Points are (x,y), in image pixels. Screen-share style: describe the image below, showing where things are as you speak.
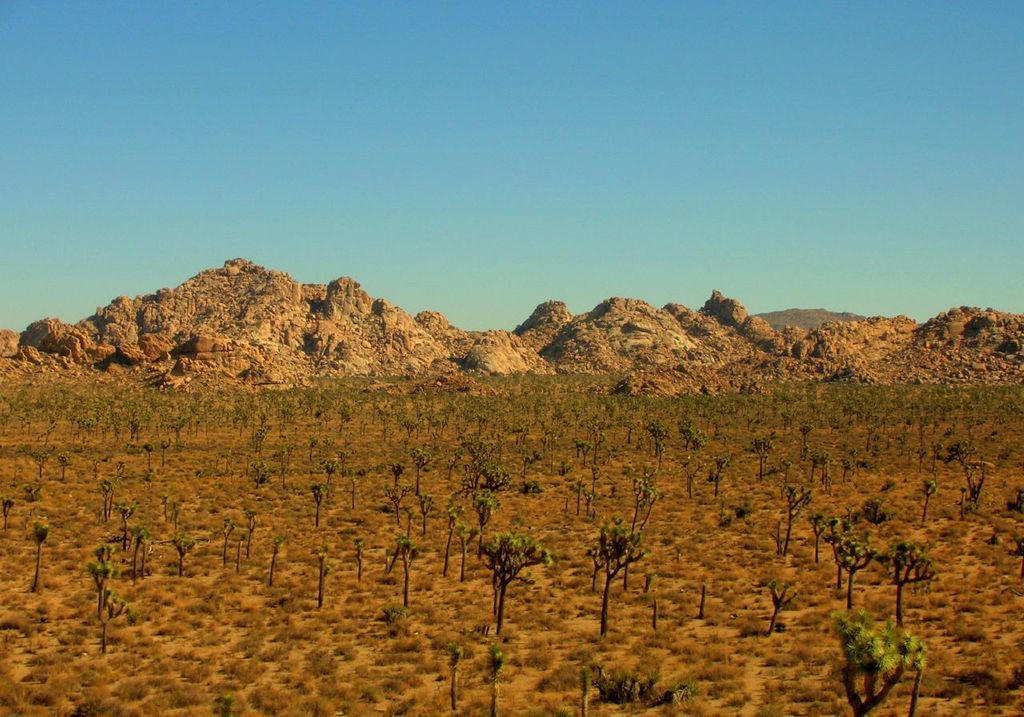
In this image, we can see few plants (111,550), grass (347,524), ground (363,617), mountains (905,364). Background (409,150) there is a clear sky (553,226).
